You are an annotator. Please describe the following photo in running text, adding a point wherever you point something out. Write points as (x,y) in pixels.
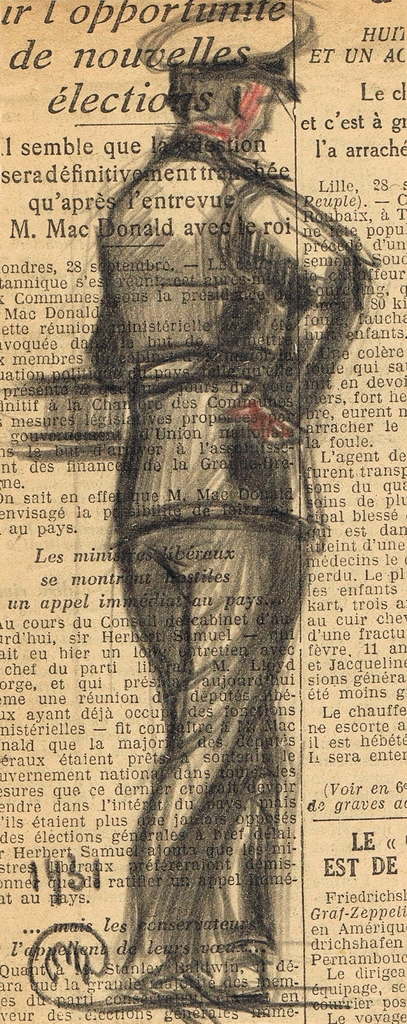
In this image we can see a newspaper (129,812) on which we can see some printed text (81,898) and an art (241,674) of a person (212,506) wearing a uniform (227,482) and a cap (237,24) is made on it.
